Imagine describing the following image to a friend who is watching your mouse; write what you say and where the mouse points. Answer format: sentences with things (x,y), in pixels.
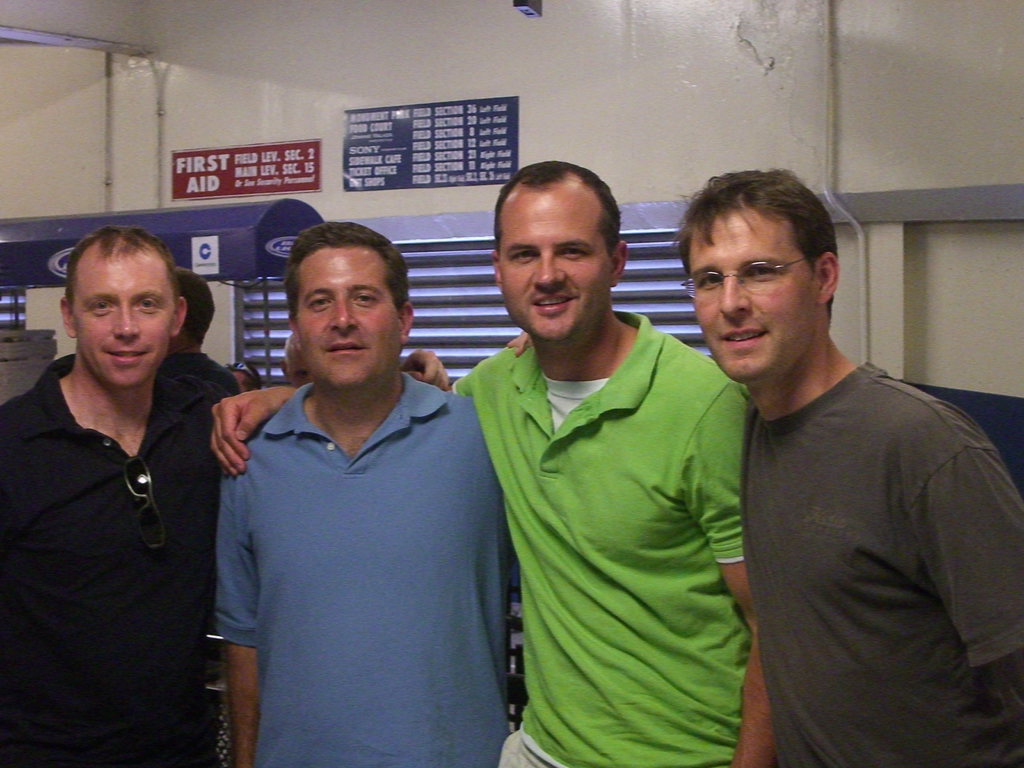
In the image we can see four men (438,480) wearing clothes (527,511) and they are smiling and the right side man (821,469) is wearing spectacles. Behind them there are other people (249,389). Here we can see shutter (466,278), board (373,175) and text (442,134) on the board (462,155) and the wall (747,69).
